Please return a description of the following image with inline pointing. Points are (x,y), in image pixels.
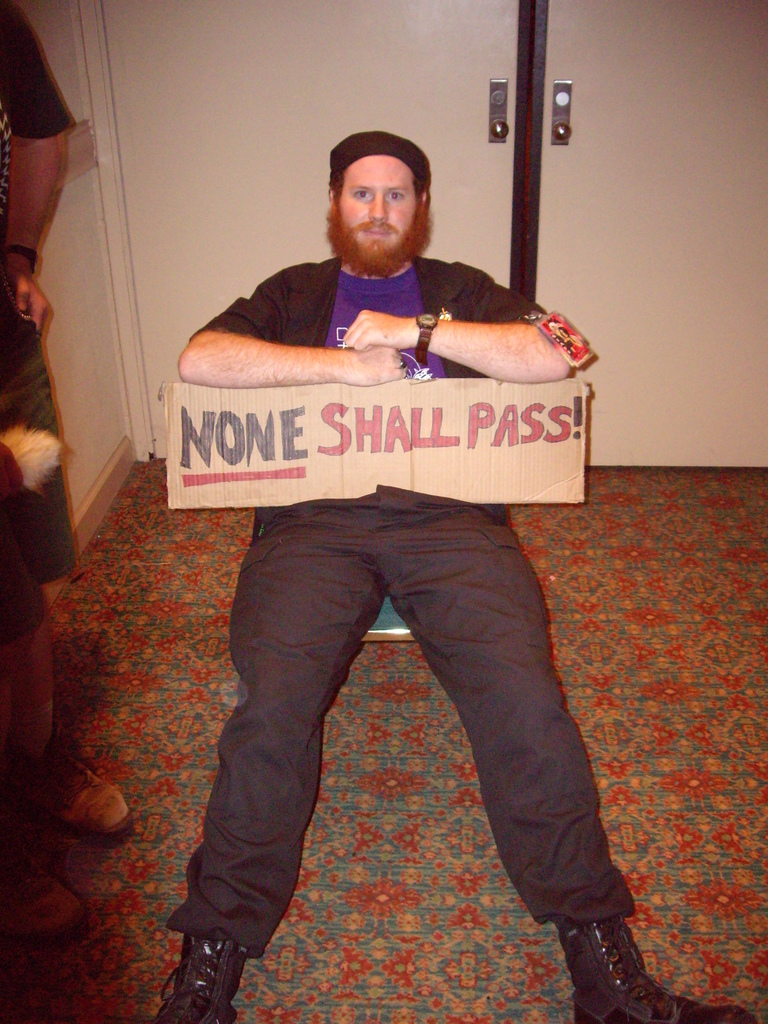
In this picture, we can see a man (343,518) is sitting on a chair (383,601) and holding a cardboard sheet (352,448) and on the left side of the man (276,534) there is another person (37,643). Behind the man (266,767) there is a door (319,98).
